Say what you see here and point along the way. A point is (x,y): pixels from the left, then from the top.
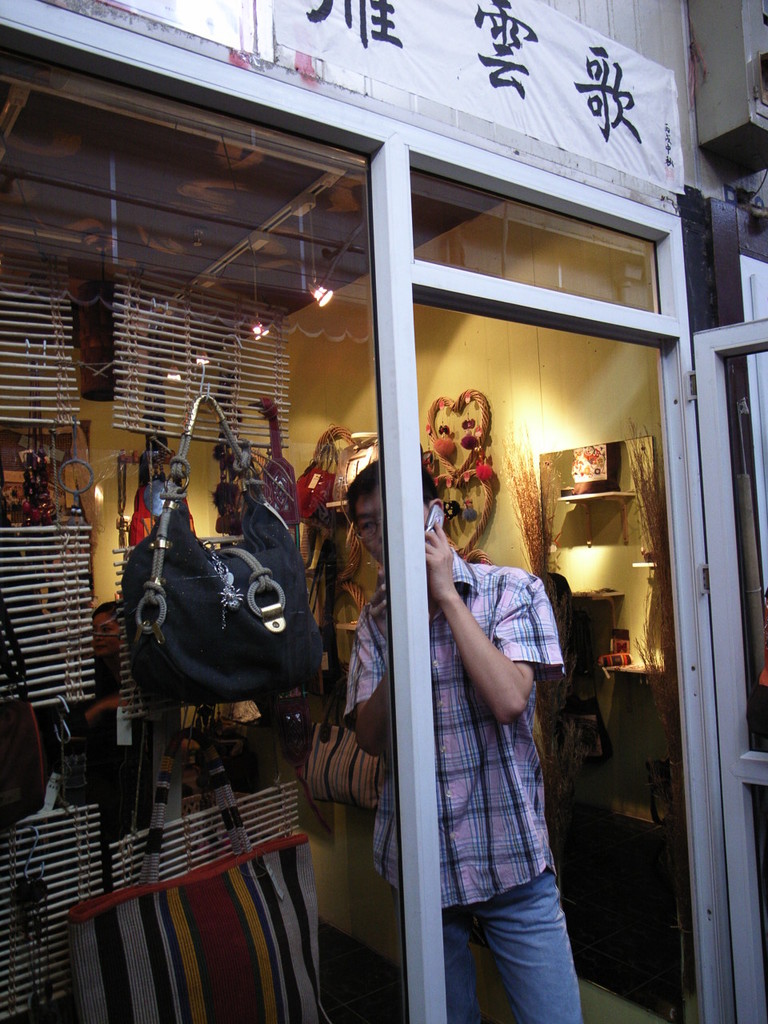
In this image there is a person (529,916) with mobile phone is standing inside the store (9,1020) on which we can see there are so many things (301,685) hanging, also it has a glass wall (390,964).
